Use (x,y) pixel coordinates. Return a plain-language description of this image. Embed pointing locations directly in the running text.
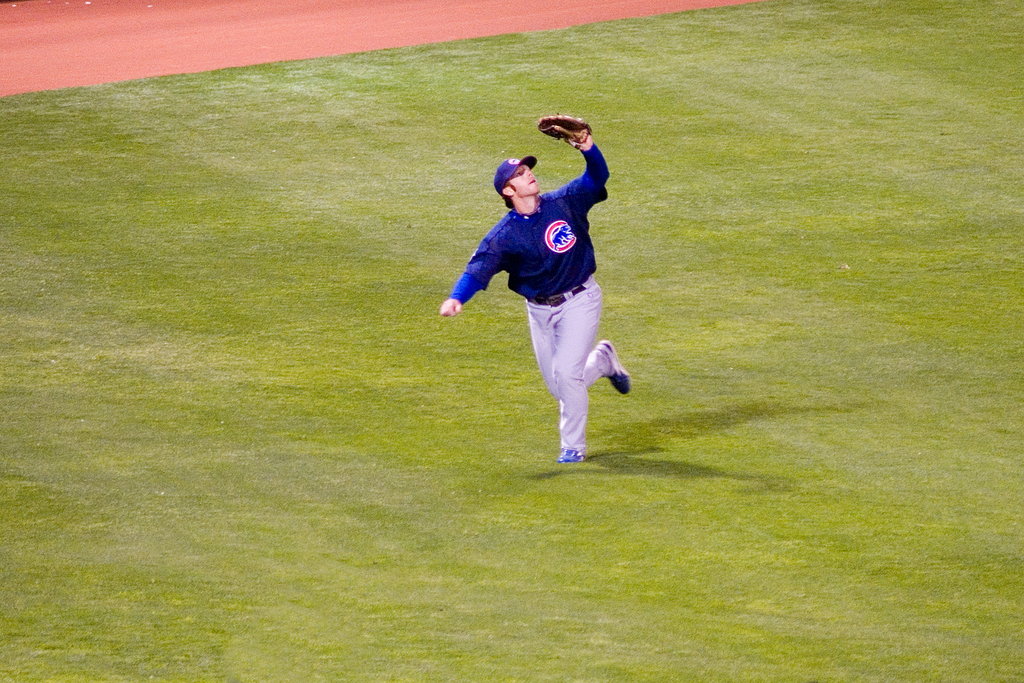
In this image one person (545,304) is running on the surface of the grass (669,131) by holding some object (575,124).
